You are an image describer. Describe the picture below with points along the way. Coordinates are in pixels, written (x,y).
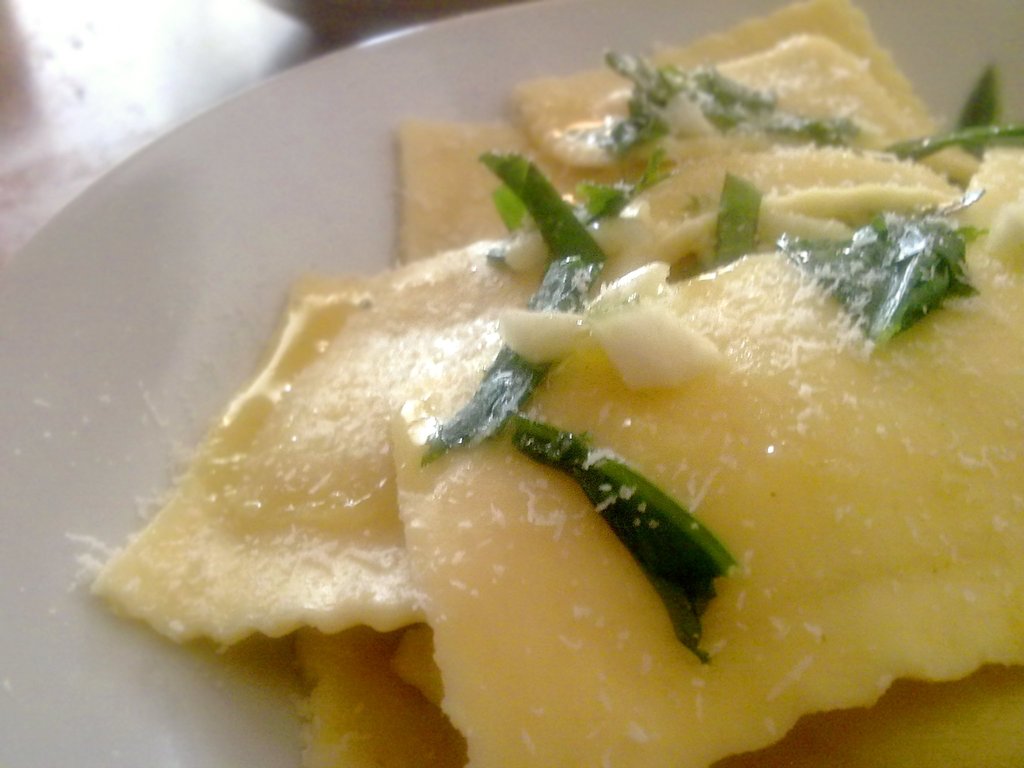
In the picture we can see some food item (331,350) which is in white color plate (215,342).
